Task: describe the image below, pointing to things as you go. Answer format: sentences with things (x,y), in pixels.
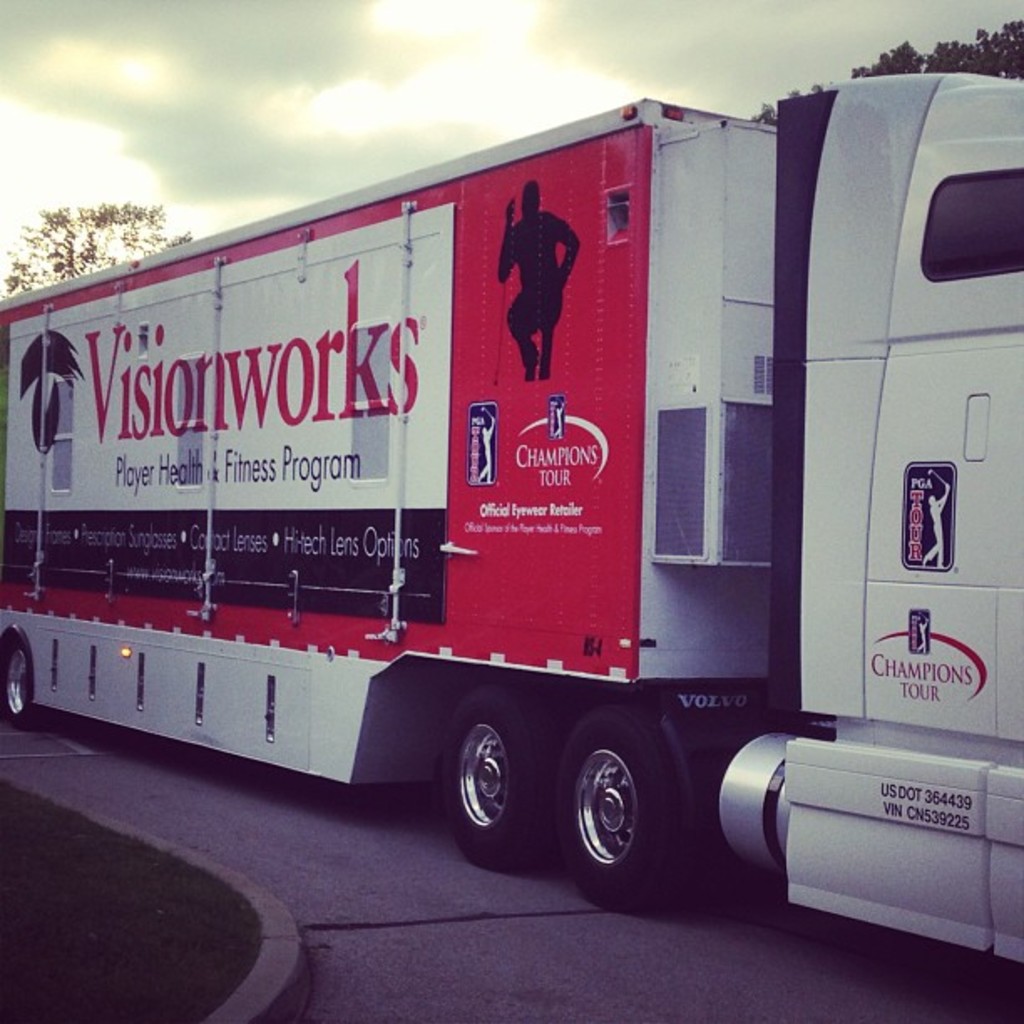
In this image I can see a vehicle (363,499) which is in white and red color. Background (502,108) I can see trees (147,222) in green color and the sky (259,171) is in white color.
